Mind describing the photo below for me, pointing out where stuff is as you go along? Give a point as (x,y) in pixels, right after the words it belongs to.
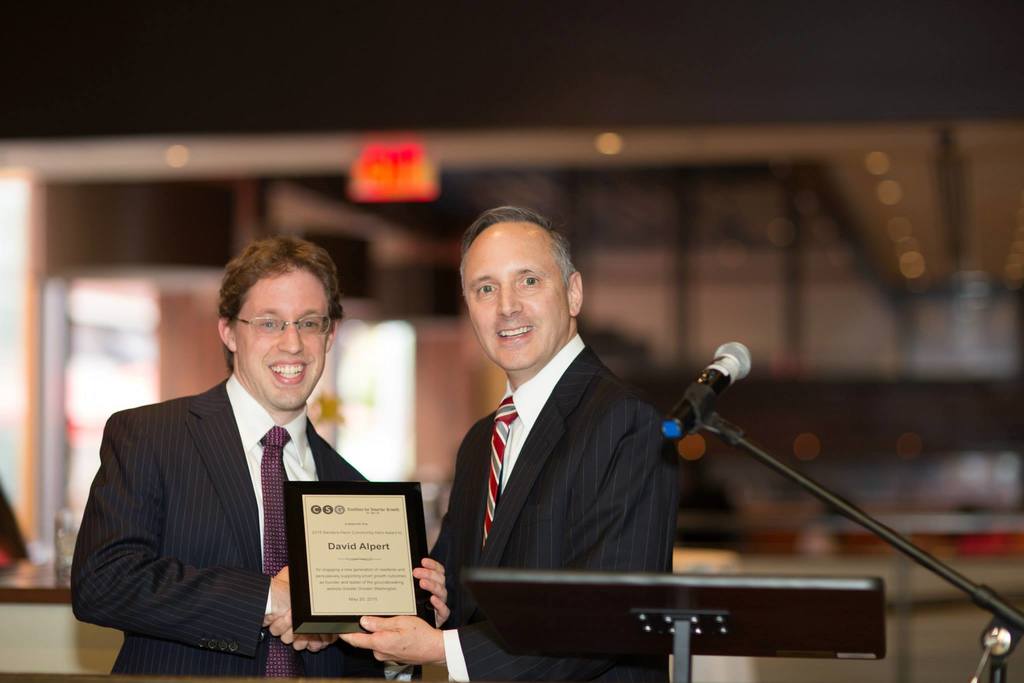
Here we can see two men (520,351) holding a frame (375,569) and they are smiling. There is a mike (691,427). And there is a blur background (252,190).
